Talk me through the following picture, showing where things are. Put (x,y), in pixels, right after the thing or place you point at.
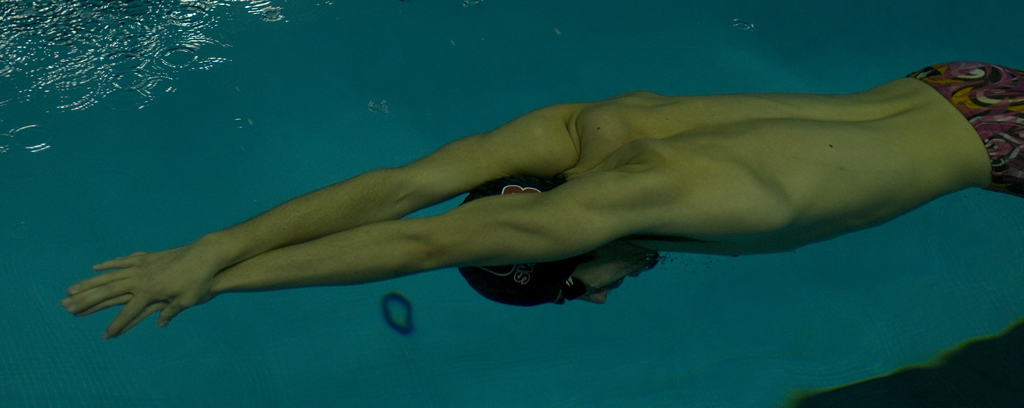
In this image there is a person (468,231) swimming in the water (107,367).
